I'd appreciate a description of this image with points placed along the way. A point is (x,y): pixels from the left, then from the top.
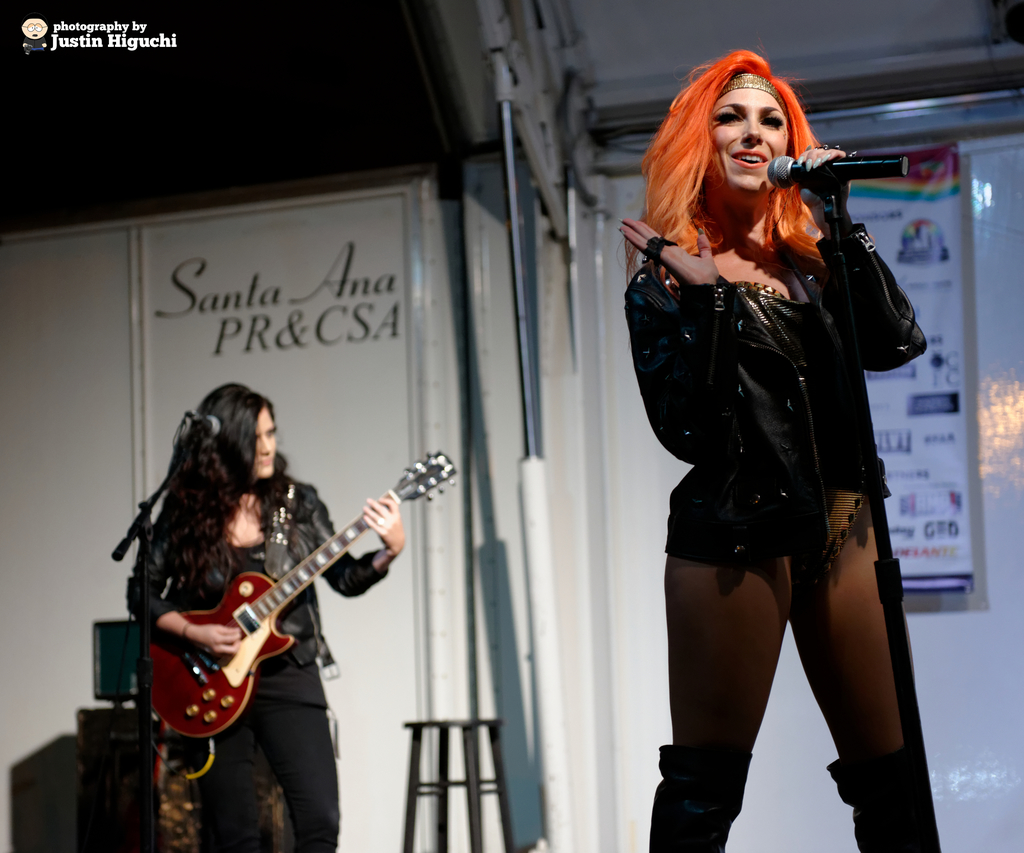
In this image there are two women (783,315) standing and one woman (761,432) is singing a song and one woman (204,642) is playing a object (331,563) in the background (980,600) there is a white color wall (638,442).
